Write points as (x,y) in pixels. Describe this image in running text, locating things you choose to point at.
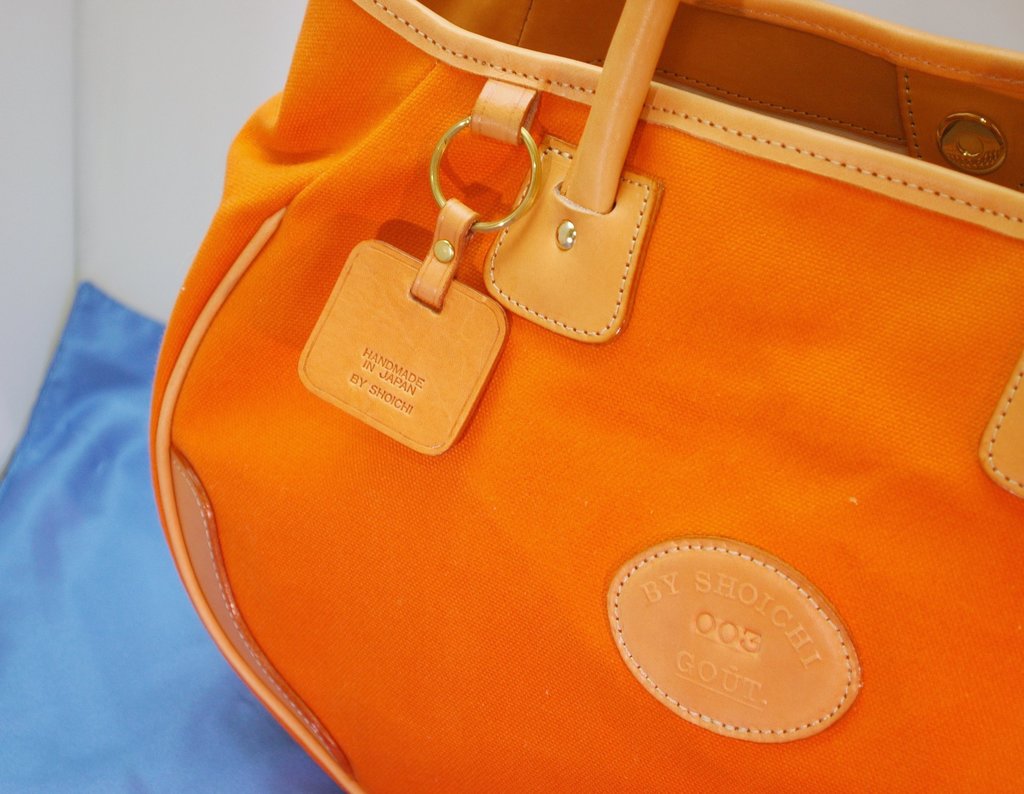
In this picture we can see orange color bag (984,321) with belt (597,201) and this is placed on a blue color cloth (91,535).
